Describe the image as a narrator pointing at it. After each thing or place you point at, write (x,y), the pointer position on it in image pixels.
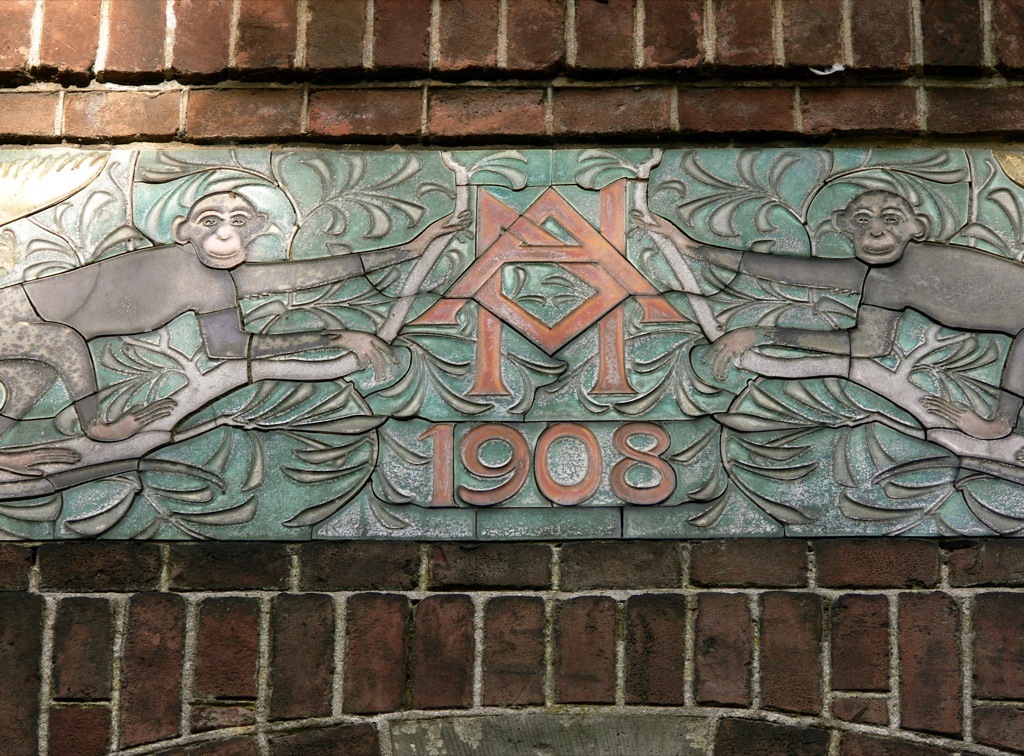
In this image we can see a carving (608,385) on the wall (48,26). In the background of the image (146,49) there is a wall (34,659).
